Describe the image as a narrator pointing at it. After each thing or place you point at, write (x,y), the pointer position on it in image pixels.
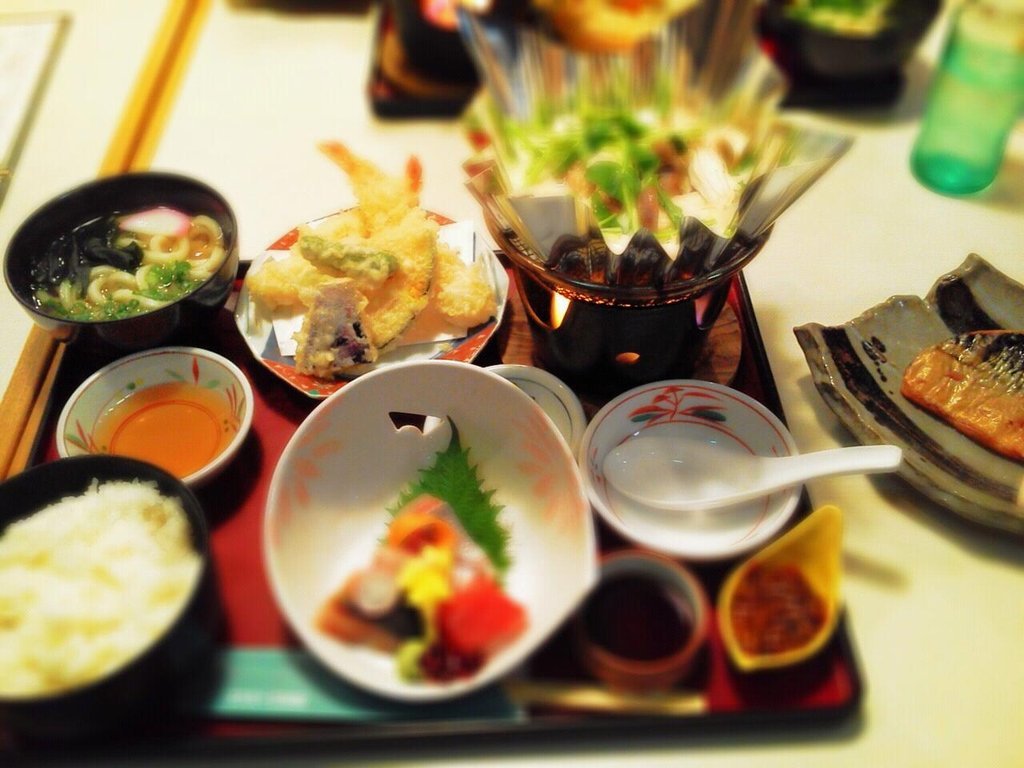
A plate (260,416) with some food items (421,253) is placed on a table (840,227).
